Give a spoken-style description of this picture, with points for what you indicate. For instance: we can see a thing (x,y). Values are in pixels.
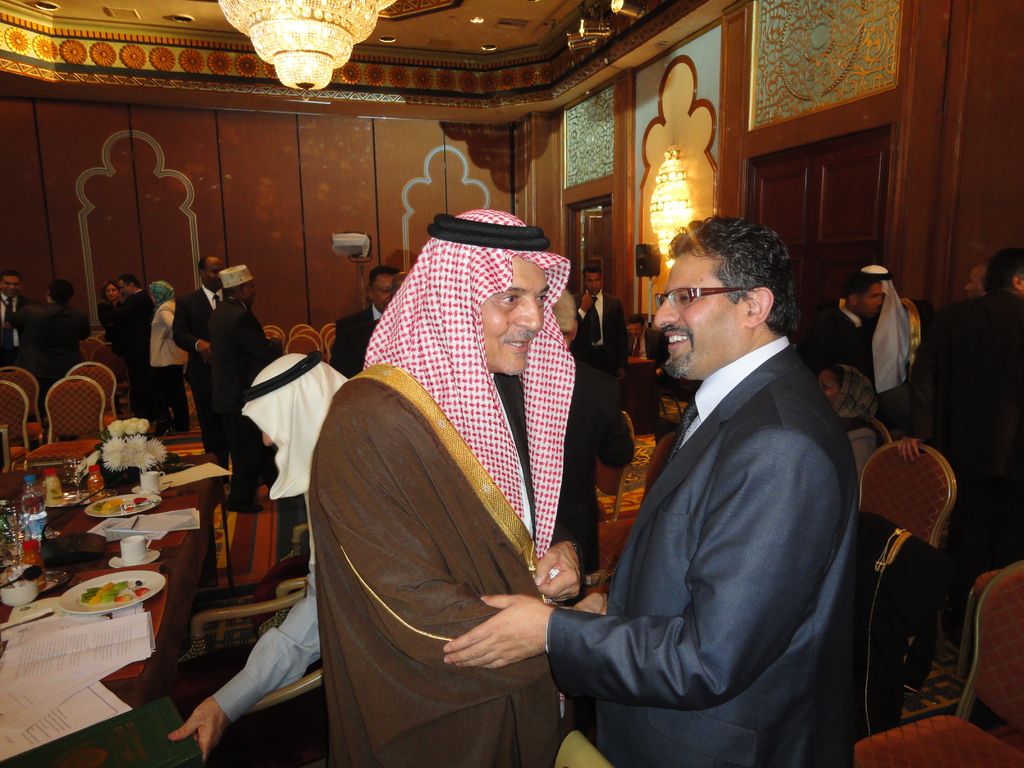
In this image I can see group of people (540,501) standing. There are chairs (216,611), there is a chandelier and there are walls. Also there are plates (139,583), water bottles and some other objects (67,654) on the table (3,484).
